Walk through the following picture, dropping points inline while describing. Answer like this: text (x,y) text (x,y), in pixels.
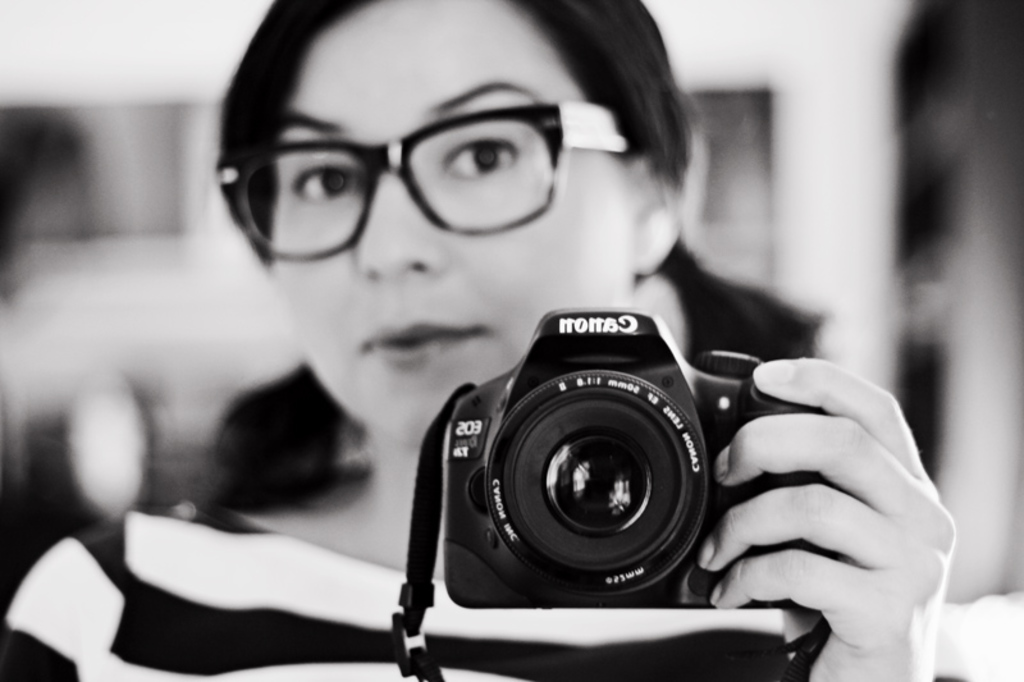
This is the picture of a lady (727,321) in black and white shirt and having spectacles (468,221) is holding the camera (556,434) and taking the picture in the mirror (325,427).
